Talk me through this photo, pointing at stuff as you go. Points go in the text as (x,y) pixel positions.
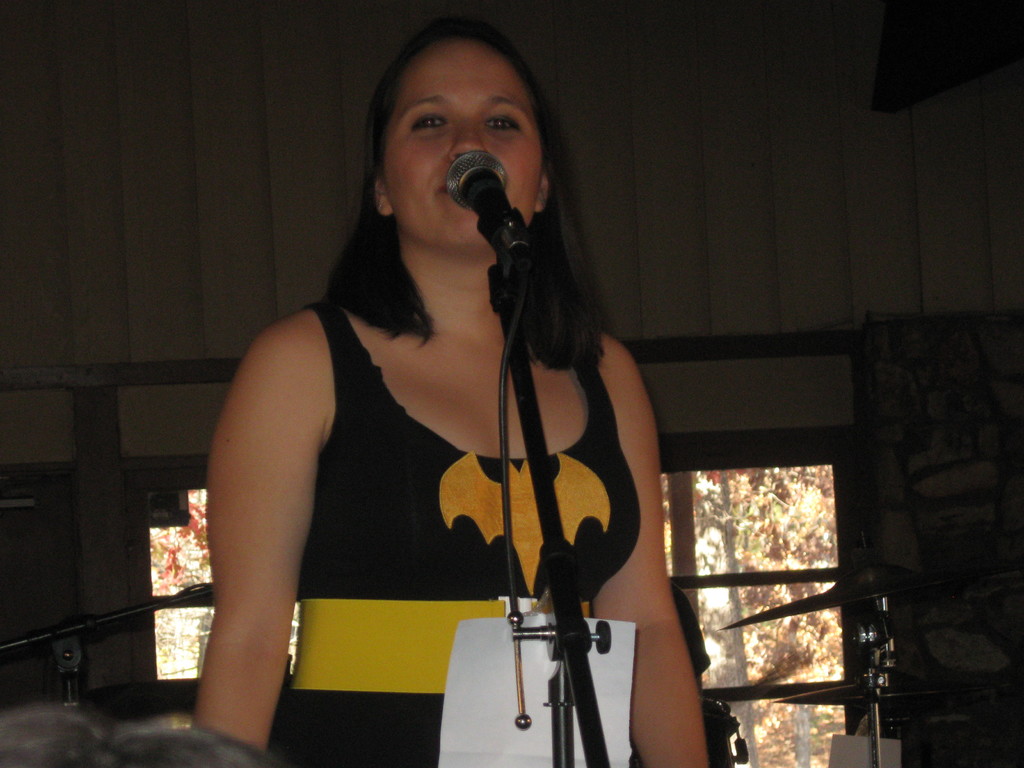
In this image, we can see a person (544,209) and a microphone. We can see the wall (835,405) and some musical instruments (809,598). We can also see some object (140,735) on the bottom left (115,725). We can see some object (1005,63) on the top right (889,84). We can also see a stand (73,678).
